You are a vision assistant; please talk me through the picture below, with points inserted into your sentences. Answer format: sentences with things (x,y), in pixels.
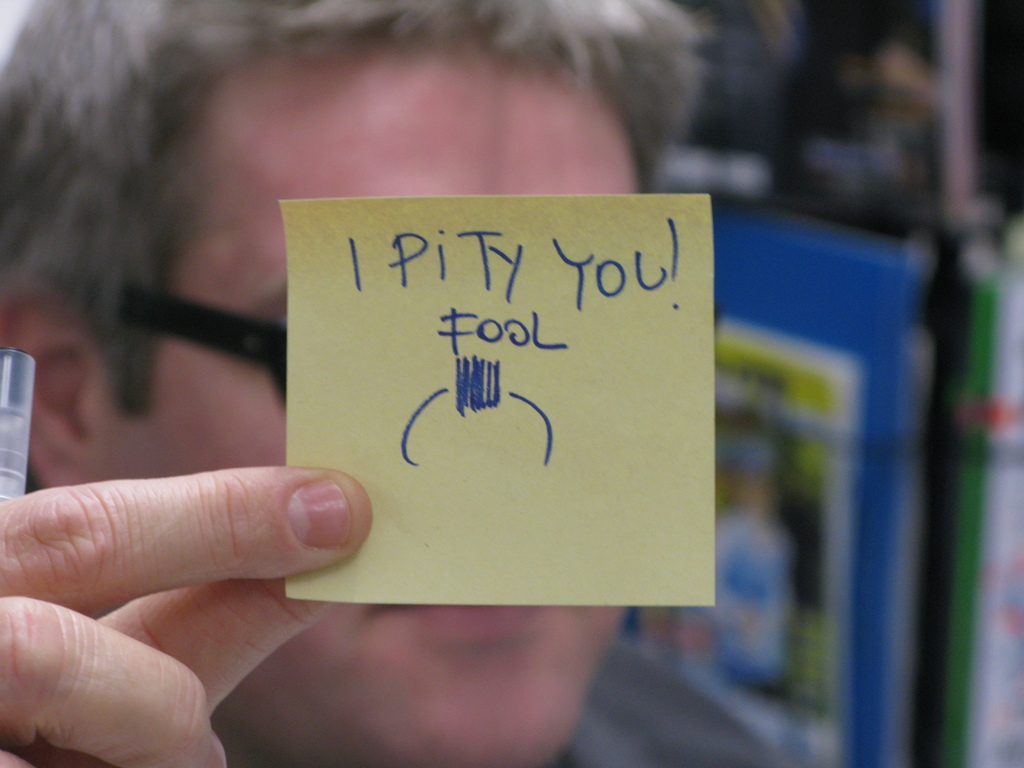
In this image we can see a person fingers (167,580) with paper (485,396) and pen (6,423). On the paper (405,319) something is written. In the back (269,119) we can see a person head (208,448) with specs (256,351). In the background (822,382) it is blur. Also there is a blue color object (821,562).
